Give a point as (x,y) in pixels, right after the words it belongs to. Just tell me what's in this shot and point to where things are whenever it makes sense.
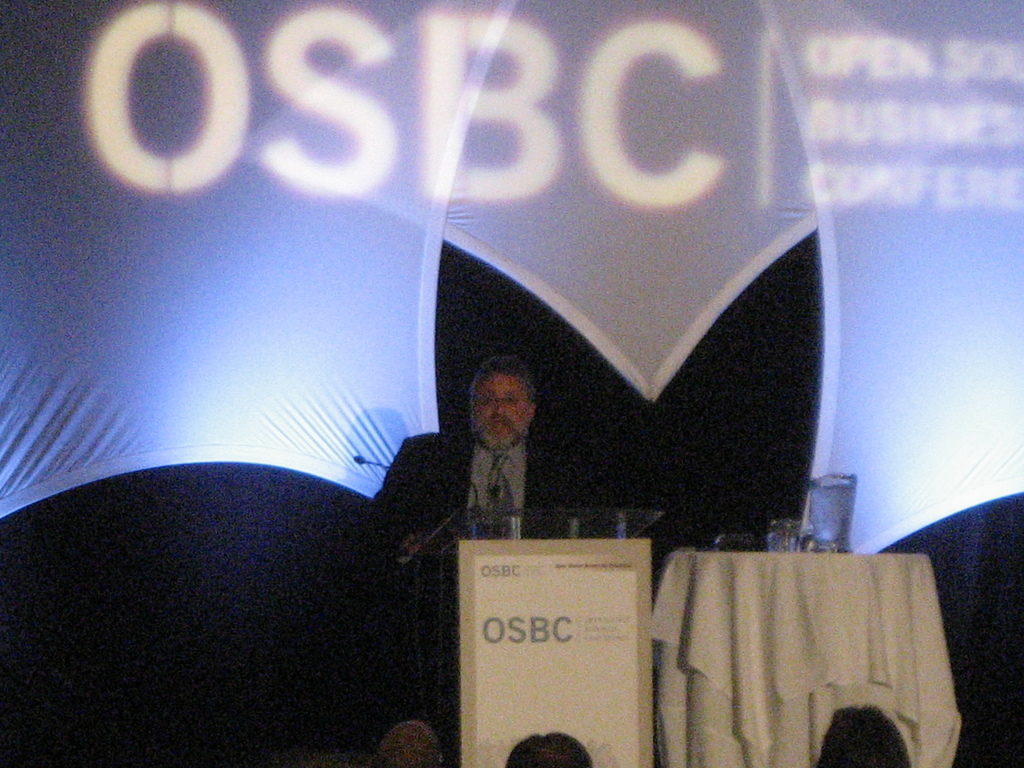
In this image there is a man (511,486) standing in front of a podium (628,669), on that podium (615,611) there is some text (563,615) written on the top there is mic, beside the podium (622,580) there is a table (929,586) on that table (762,656) there is a cloth (755,635) mug (828,508) and glasses (791,533), in the background (500,34) there is poster (955,252) on that poster (193,212) there is some text (862,110), in front of the podium (492,718) there are people (426,734) sitting on chairs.
